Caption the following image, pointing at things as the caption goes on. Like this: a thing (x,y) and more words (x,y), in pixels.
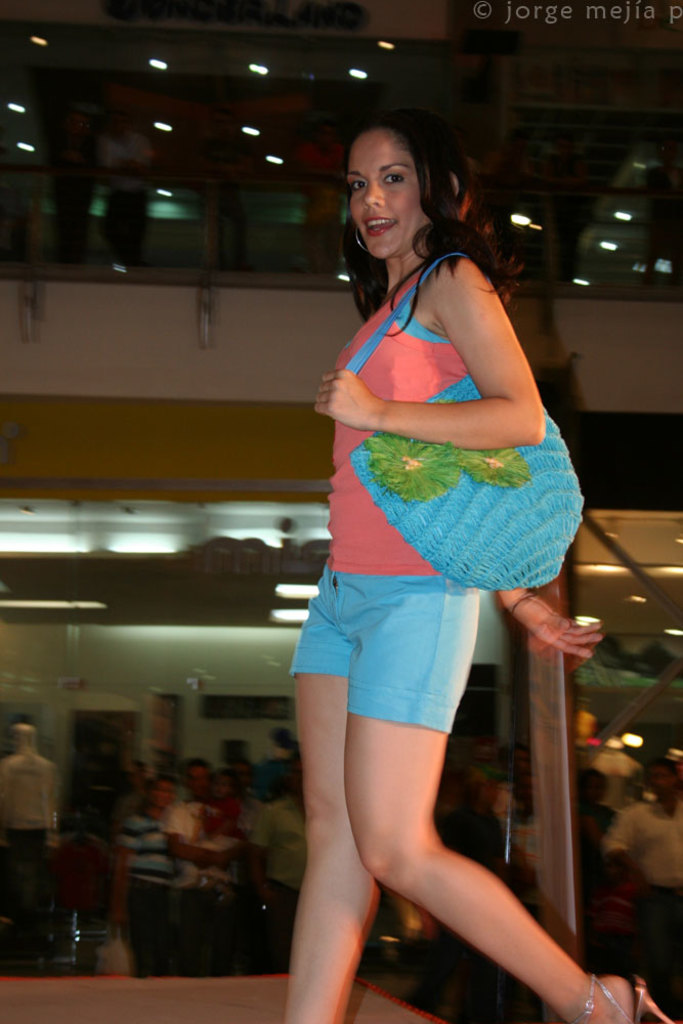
This image is taken indoors. At the bottom of the image (169,990) there is a floor (237,1013). In the middle of the image (337,461) a woman (340,695) is walking on the floor (149,999). In the background (200,784) there are a few people (295,840) standing on the floor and there are a few walls (212,628) and lights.
